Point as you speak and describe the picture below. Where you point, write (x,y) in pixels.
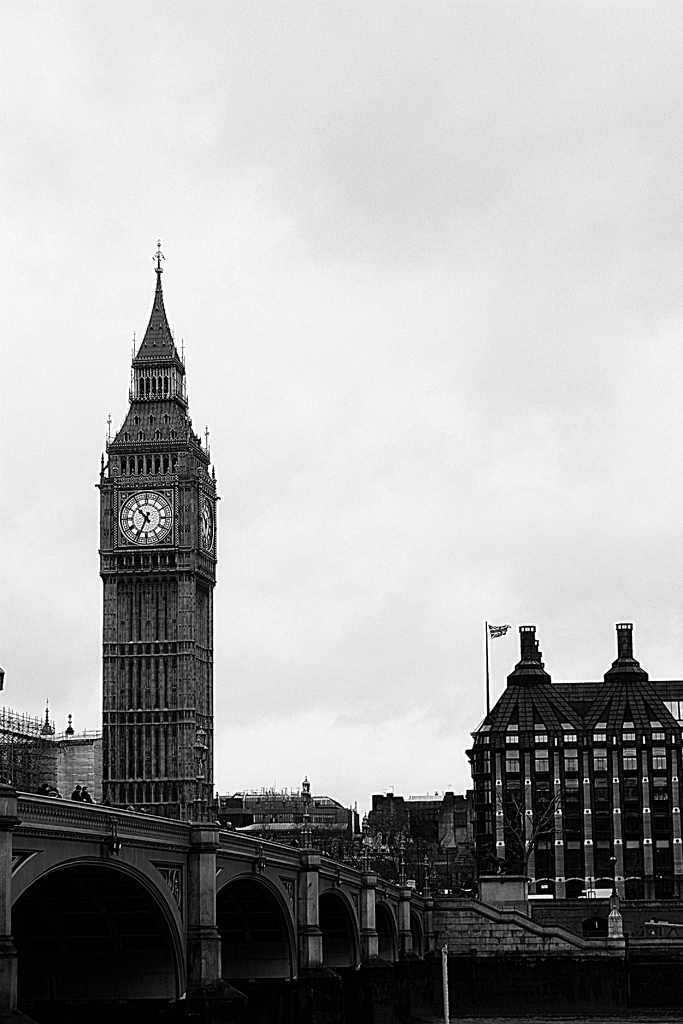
In this image we can see a bridge (310,865). On the bridge (372,930) we can see the persons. Behind the persons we can see a tower (178,506) and buildings (603,783). On the tower (144,485) we can see a clock (134,532). There is a flag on a building (514,728). At the top (332,291) we can see the sky (327,323).
